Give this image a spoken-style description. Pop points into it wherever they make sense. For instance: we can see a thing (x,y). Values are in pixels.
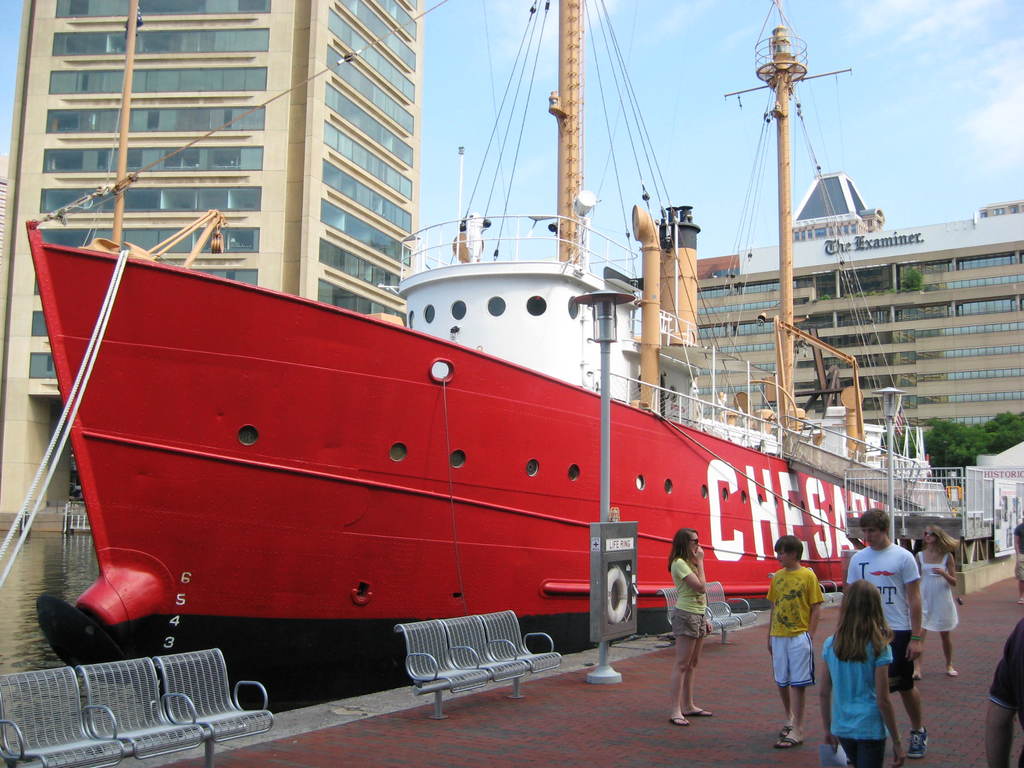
In this picture we can see a group of people (782,597) standing on the walkway (714,648). On the left side of the people (701,617), there are benches (718,613), poles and there is a ship (394,471) on the water (62,589). Behind the ship (356,426) there are buildings (845,242) and the sky (654,40). On the right side of the image (950,435), there are trees (967,428), iron grilles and a board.
